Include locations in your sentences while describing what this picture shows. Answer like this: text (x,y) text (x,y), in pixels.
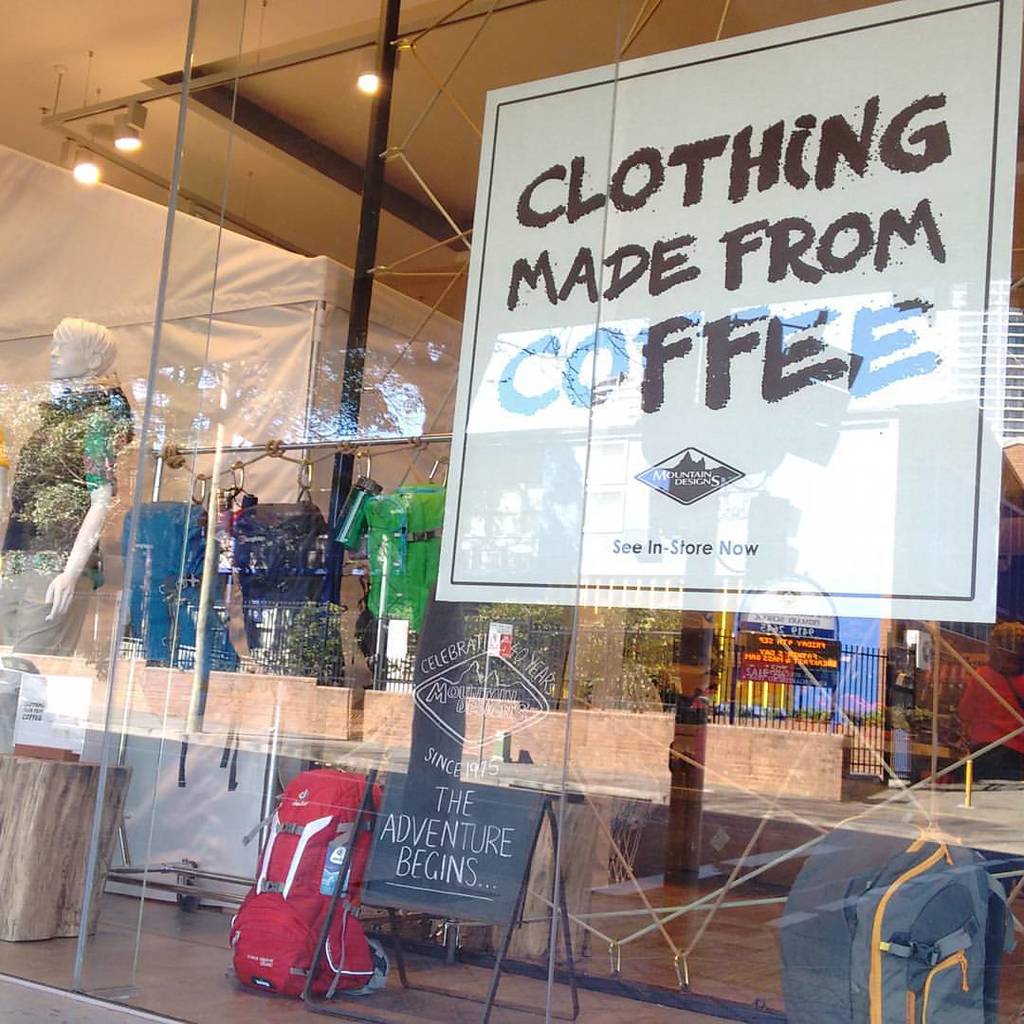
In this image we can see a store (409,913). There are many objects (485,906) displayed in the image. There is a mannequin (96,503) in the image. There are few lamps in the image. Some objects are placed on the floor (463,985). There is a paper (778,350) on which some text (820,361) written on it.
